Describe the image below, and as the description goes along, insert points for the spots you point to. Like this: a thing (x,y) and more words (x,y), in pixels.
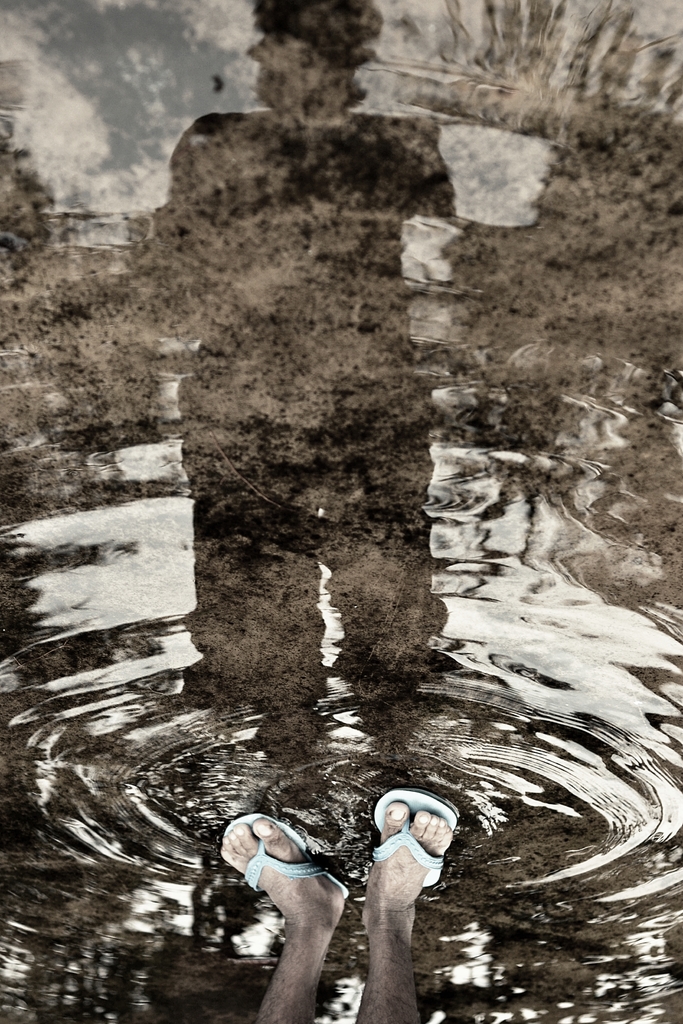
In this picture we can see water (428,705) and legs (375,925) of a person (394,964), in the water (392,511) we can see the reflection (306,359) of a person (364,449).
